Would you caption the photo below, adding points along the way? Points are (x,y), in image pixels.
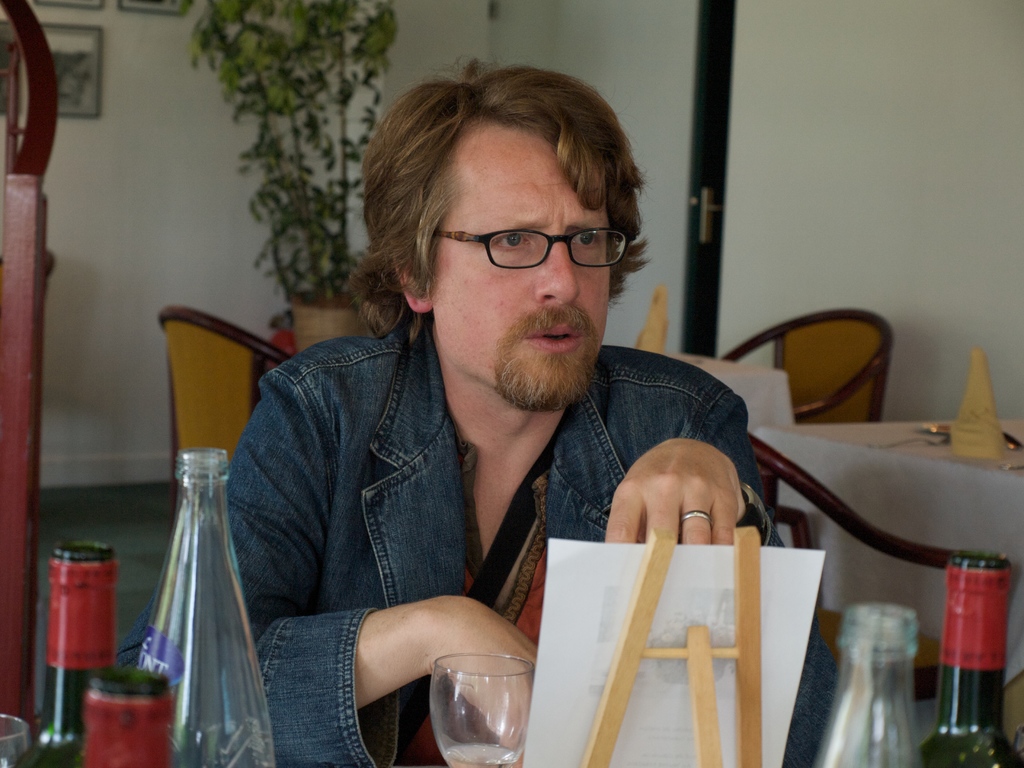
In this picture we can see man (460,441) wore jacket (364,422), spectacle (605,243) and talking and in front of him we have bottles (222,683), glasses (464,690), stand (745,591) and in background (826,21) we can see chairs (811,330), wall (837,51), flower pot (299,303) with plant (256,100) in it, wall (139,104) with frames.
